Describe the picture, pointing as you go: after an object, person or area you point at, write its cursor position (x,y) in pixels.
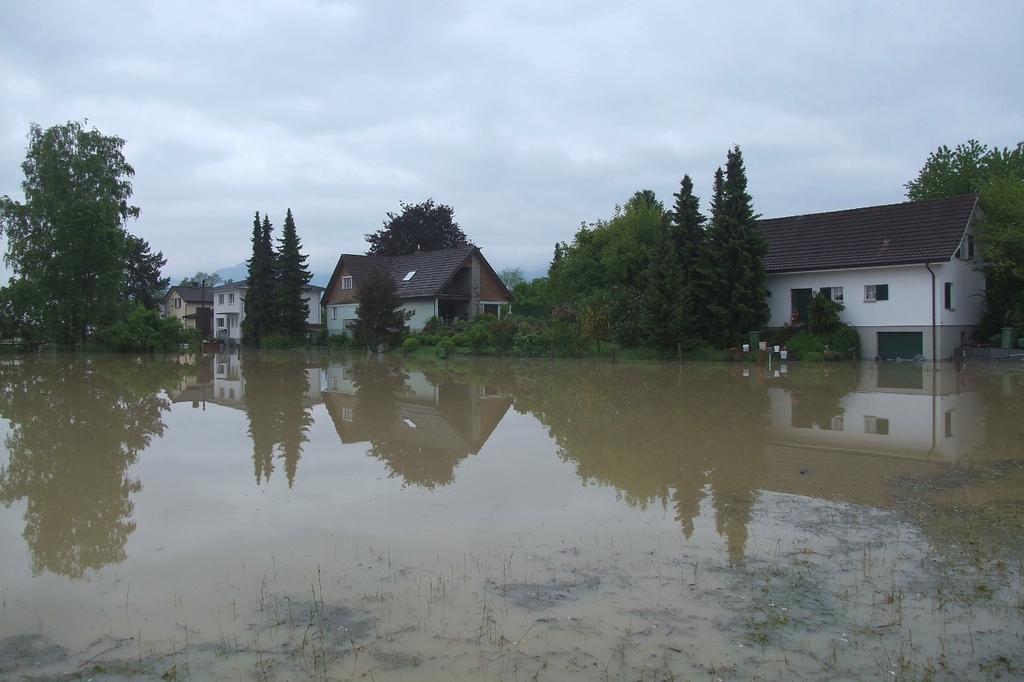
In this image we can see houses (782,291), plants (152,351), trees (364,347), also we can see the sky (523,132) and the lake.
